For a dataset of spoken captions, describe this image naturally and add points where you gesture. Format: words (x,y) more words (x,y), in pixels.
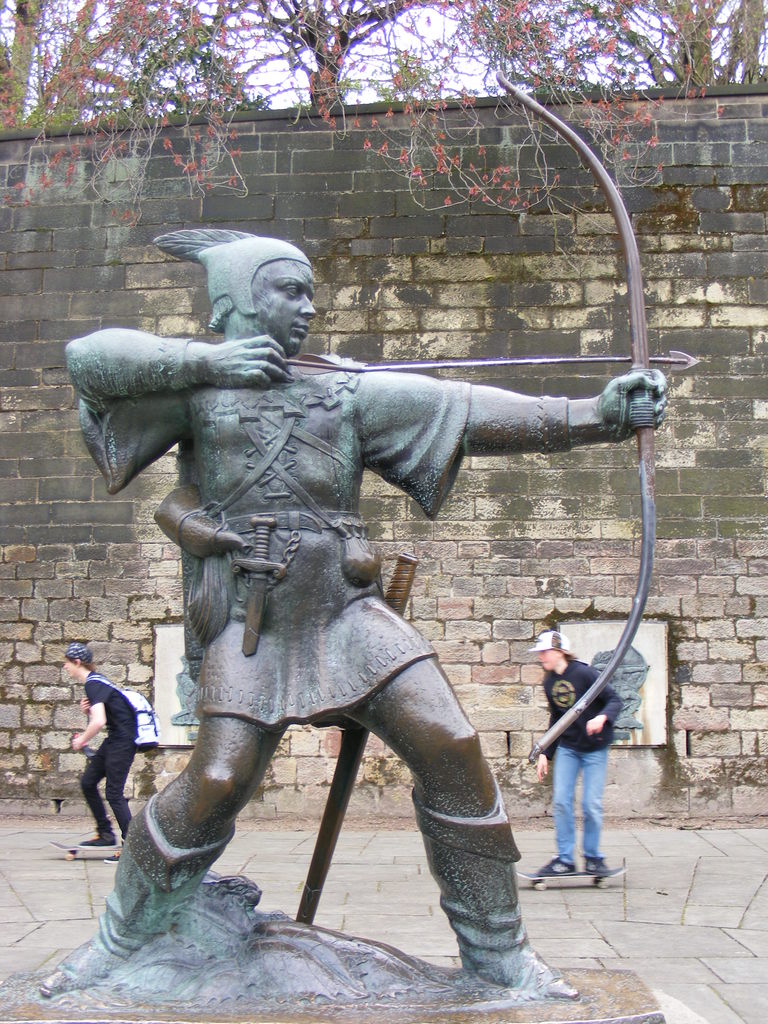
In the center of the image (301,440), we can see a statue (312,712) and in the background (558,666), there are people (547,659) skating and wearing caps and there is a wall (502,242) and we can see trees (602,46) and some sculptures (638,662). At the bottom (679,881), there is road (643,905).
